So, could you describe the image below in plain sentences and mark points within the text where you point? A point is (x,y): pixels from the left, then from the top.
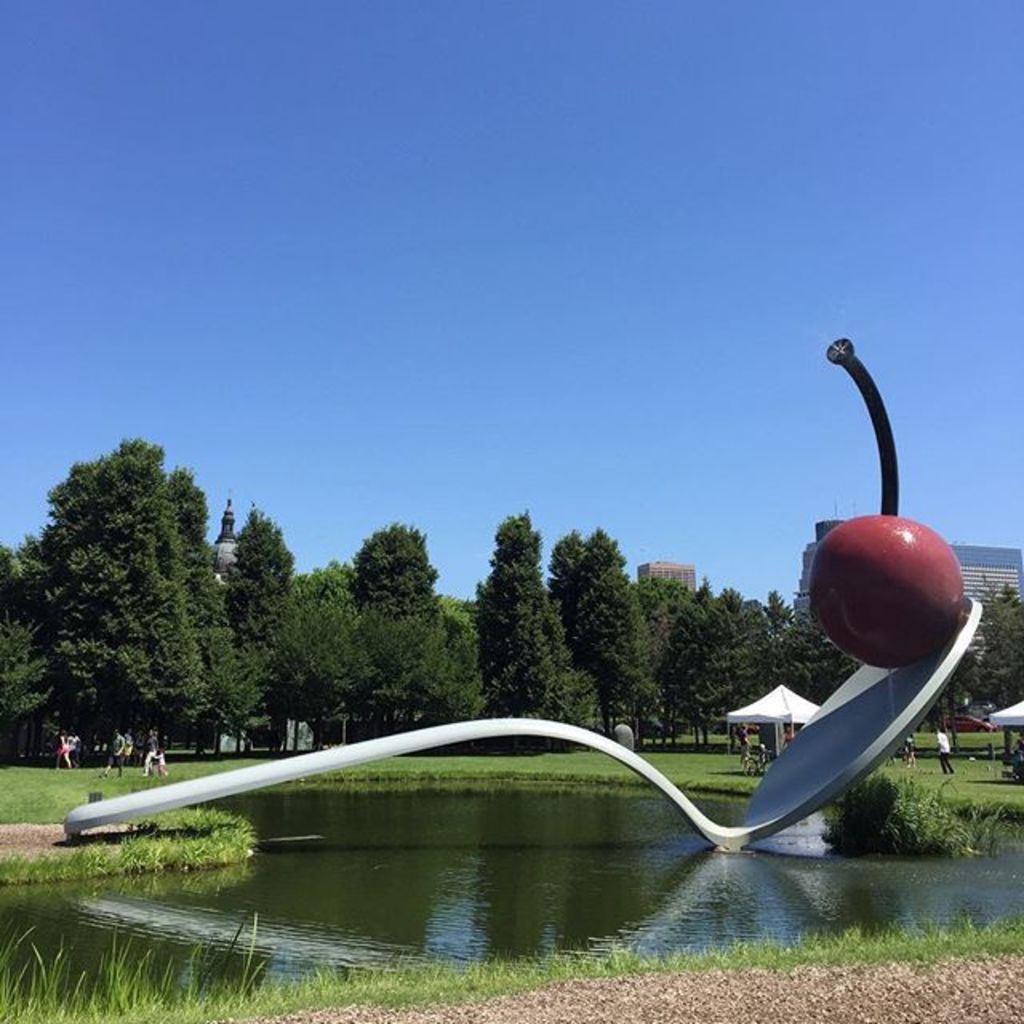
This picture is clicked outside. In the center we can see the depiction of a spoon (568,732) and the depiction of a fruit (897,641) and we can see the water body (400,906), green grass (113,787), group of persons (747,737), tents (1016,708) and some other objects (774,741). In the background (226,587) we can see the sky (280,466), buildings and trees (222,686).
